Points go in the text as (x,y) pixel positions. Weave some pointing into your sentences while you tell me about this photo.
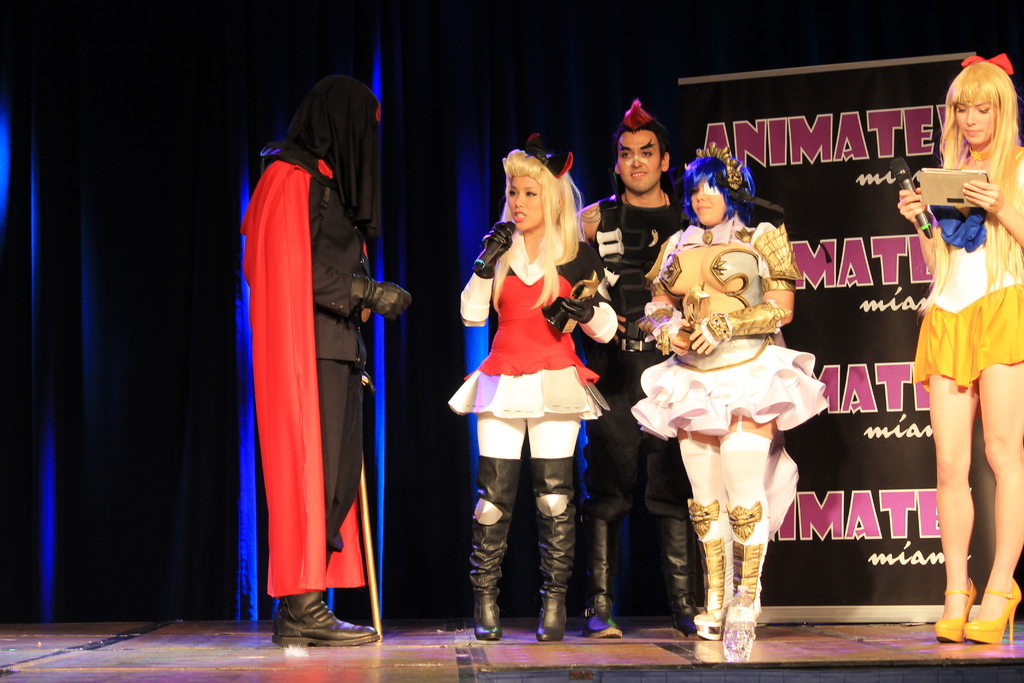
In this image, we can see people (749,389) wearing costumes (734,339) and they are holding mics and awards (693,325). On the right (965,283), there is a lady (947,218) holding a mic (921,203) and a tab (954,198). In the background (411,100), there is a curtain (504,93) and we can see a banner (823,224). At the bottom (392,658), there is floor (397,660).
